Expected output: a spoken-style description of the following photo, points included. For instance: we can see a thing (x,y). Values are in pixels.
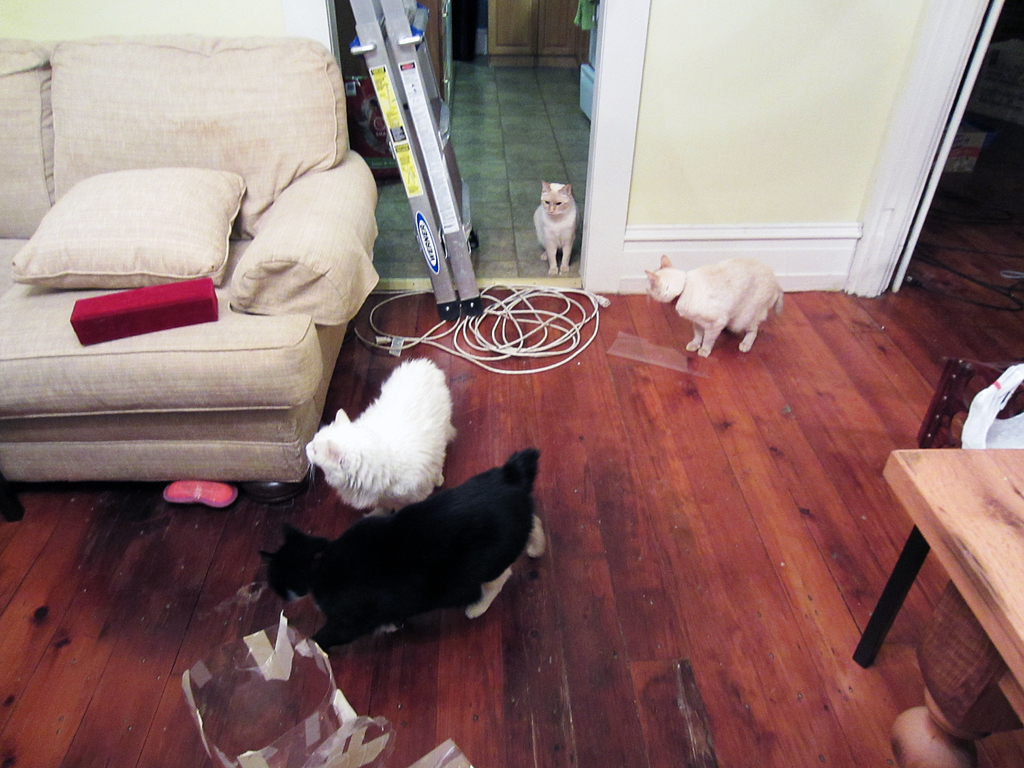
This picture shows a sofa (73,194) and four cats (567,193) and a table (895,487).
